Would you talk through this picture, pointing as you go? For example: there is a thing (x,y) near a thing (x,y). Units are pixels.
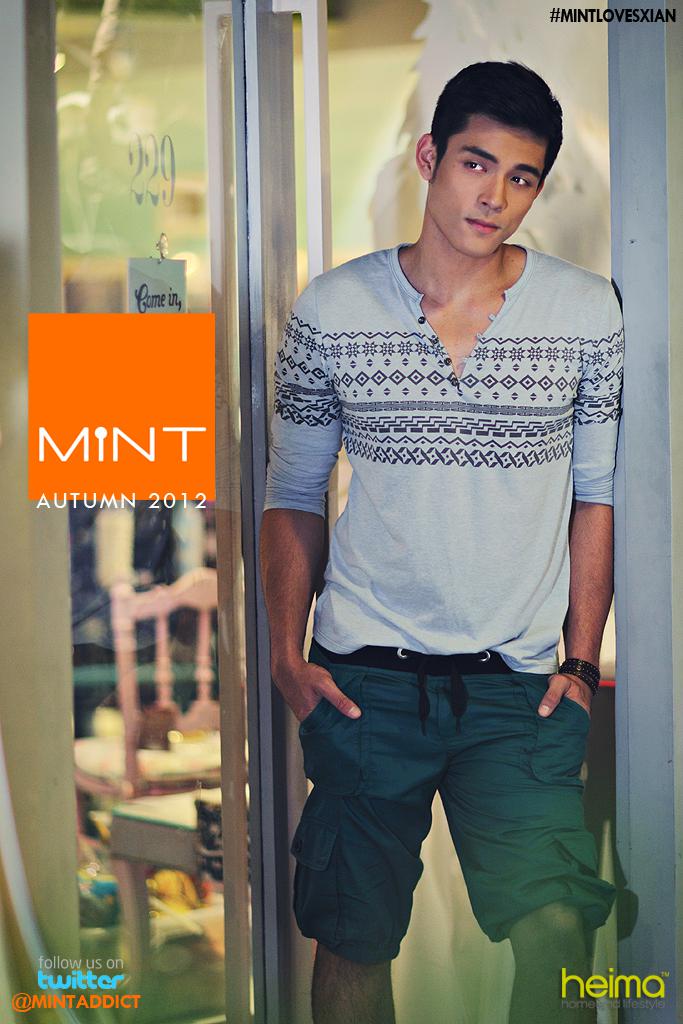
In this image we can see a man (308,315) standing. In the background (252,90) there is a glass door (239,556) and we can see boards (59,493).
